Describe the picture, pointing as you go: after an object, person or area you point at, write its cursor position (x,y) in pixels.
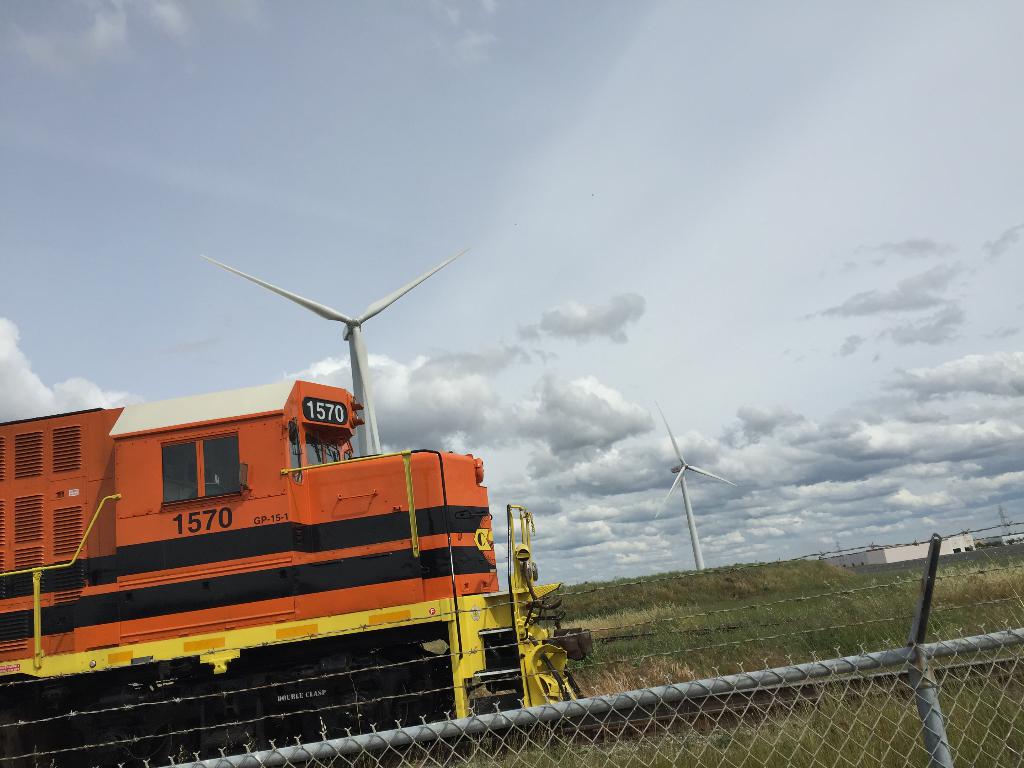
In this image we can see a train (424,588) on the track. At the bottom (567,728) there is a fence (784,727). In the background (687,561) there are windmills (663,418), grass (829,590), building (909,547) and sky (823,486).
